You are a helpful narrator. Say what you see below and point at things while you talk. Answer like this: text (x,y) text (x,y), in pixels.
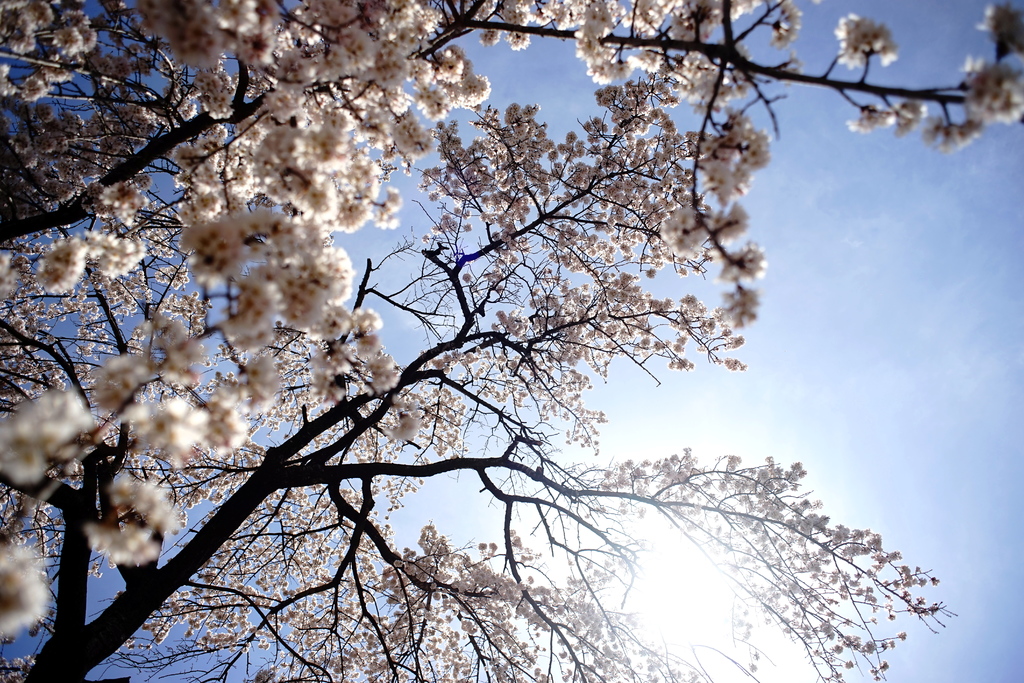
In this image I can see branches (82,500) of a tree (258,457) and I can also see number of white colour flowers (306,332). In background (921,390) I can see the sun (657,546) and the sky (828,328).
